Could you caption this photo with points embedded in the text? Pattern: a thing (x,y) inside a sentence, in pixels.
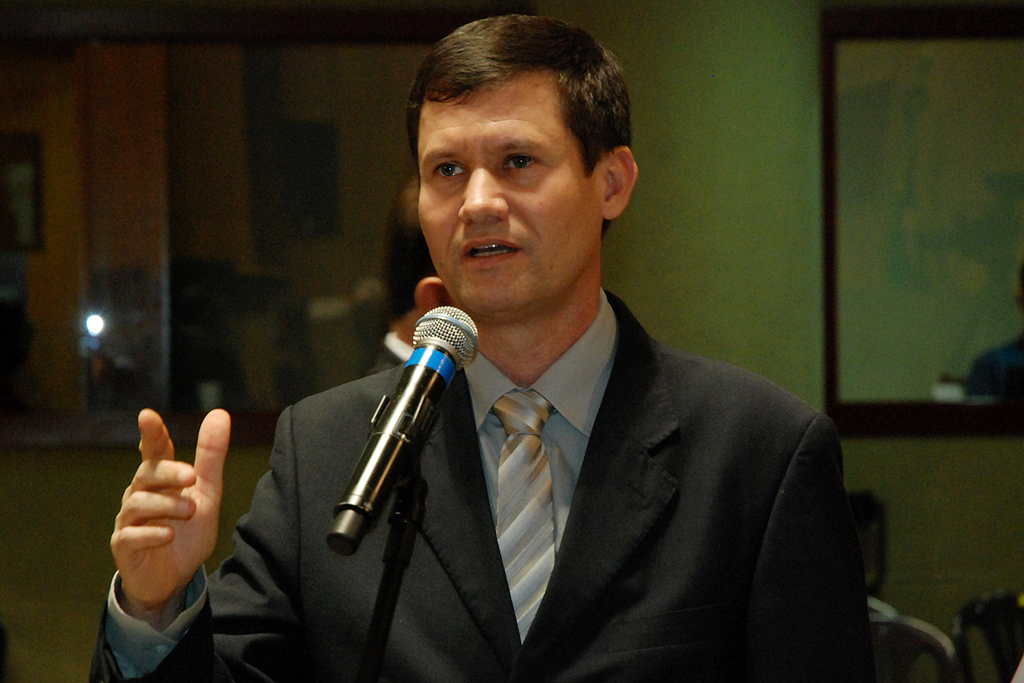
As we can see in the image there is a mirror (1020,312), wall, a man (583,336) wearing a black color jacket (569,553) and there is a mic (379,443). The background (1003,357) is little dark.
